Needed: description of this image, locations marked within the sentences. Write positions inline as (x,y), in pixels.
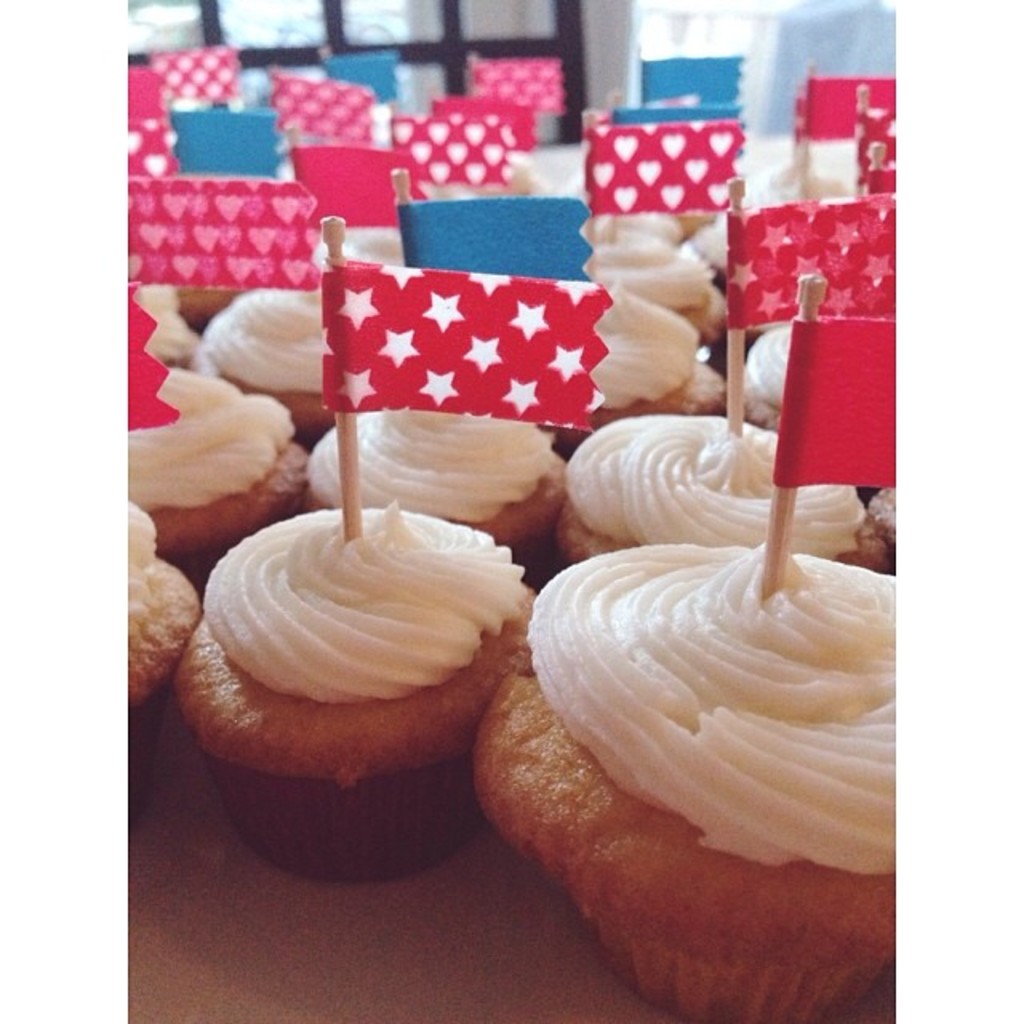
This picture shows muffins (562,500) with color papers (474,251) to the small sticks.
